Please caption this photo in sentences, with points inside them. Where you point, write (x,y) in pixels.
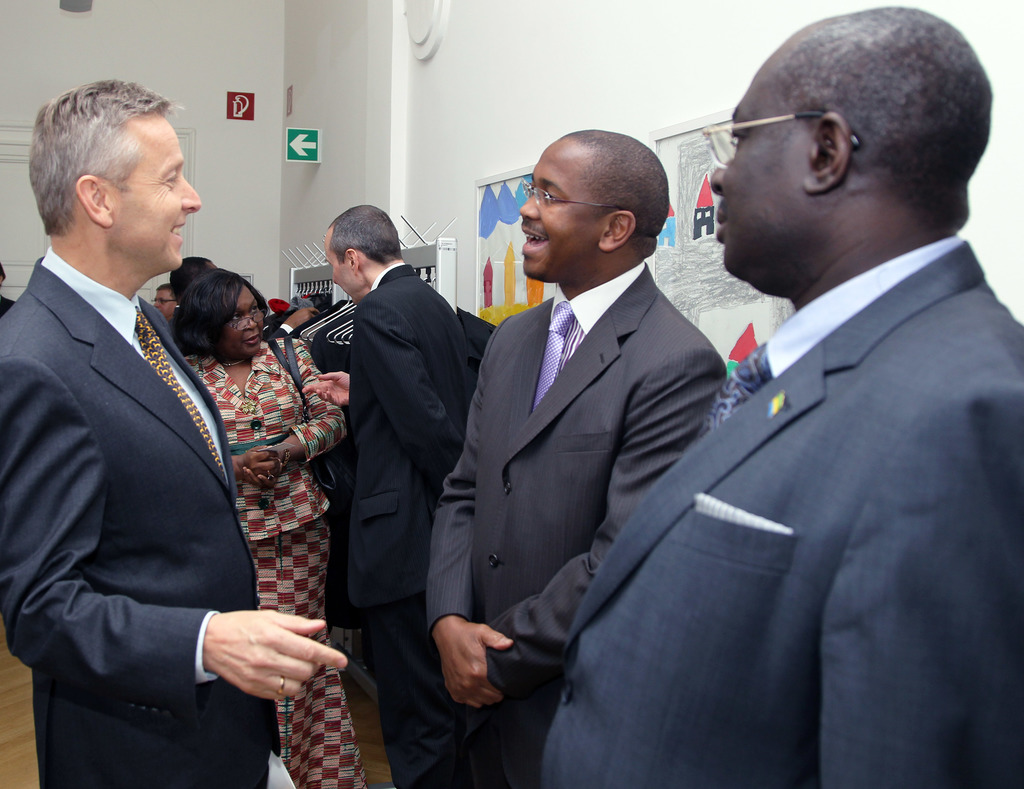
There are many people (495,394). Some are wearing specs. In the back (331,115) there's a wall (420,73) with paintings (679,179). And there is a sign board (294,136) on the wall (336,138). Also there is a stand (323,272) with hangers (326,320) and some dresses (325,333) hanged on that.
